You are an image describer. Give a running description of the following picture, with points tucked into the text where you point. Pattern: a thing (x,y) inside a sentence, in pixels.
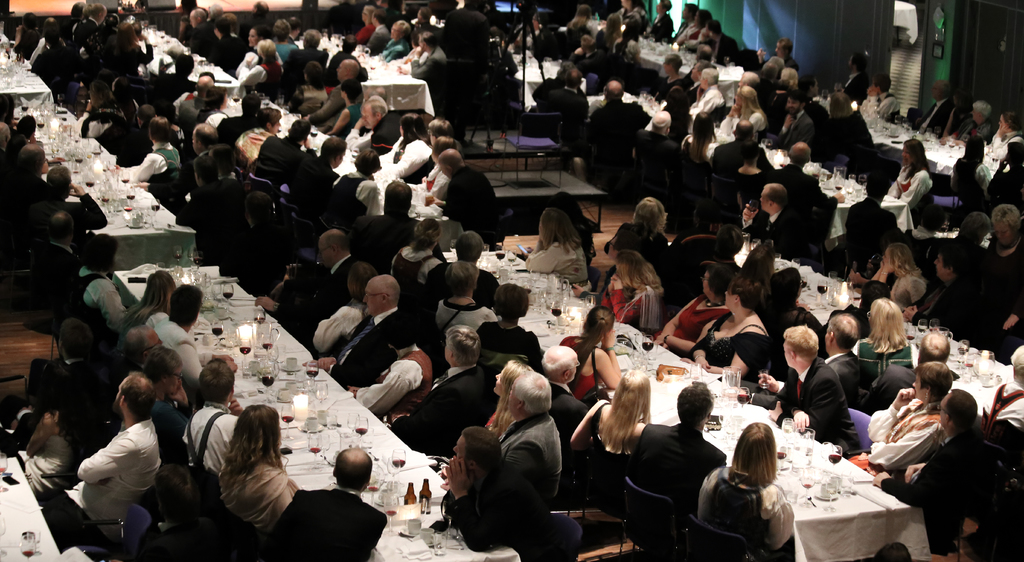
This is a big hall (260,264) in which everybody is sitting in front of a table (286,339) in their chairs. On the table (338,442), there are some glasses (354,430), jars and some plates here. There are men (848,386) and women (738,237) in this room (323,263).
